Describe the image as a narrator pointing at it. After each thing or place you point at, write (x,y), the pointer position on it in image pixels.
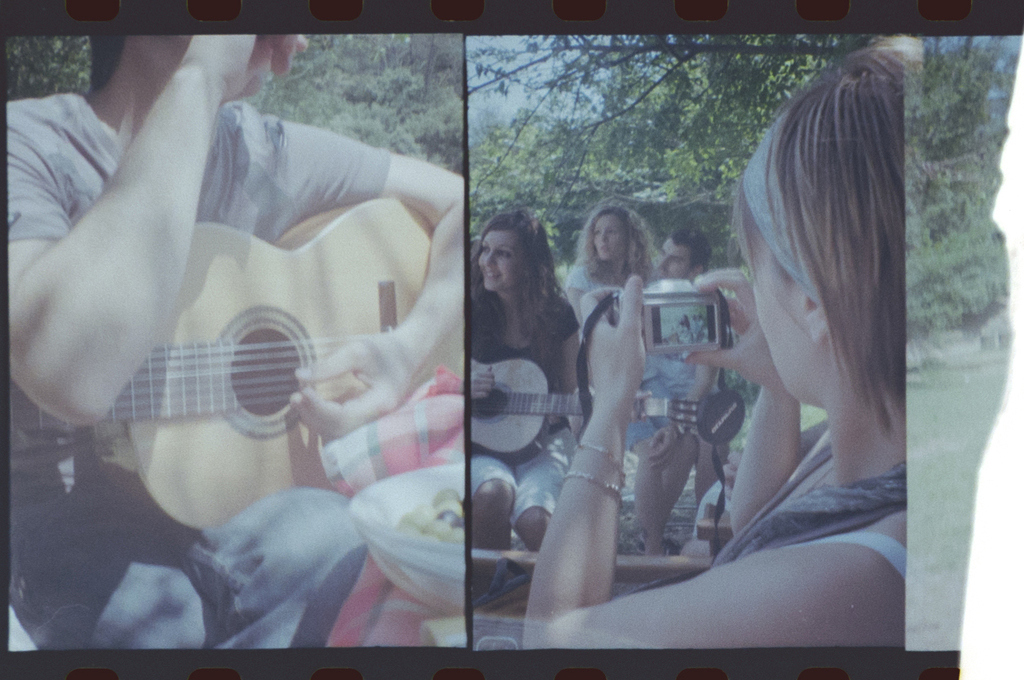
These persons (124,244) sitting. These two persons (506,333) holding guitar (528,411). This person (631,357) holding camera (654,291). On the background (566,98) we can see trees (737,173). This is grass (933,495).
